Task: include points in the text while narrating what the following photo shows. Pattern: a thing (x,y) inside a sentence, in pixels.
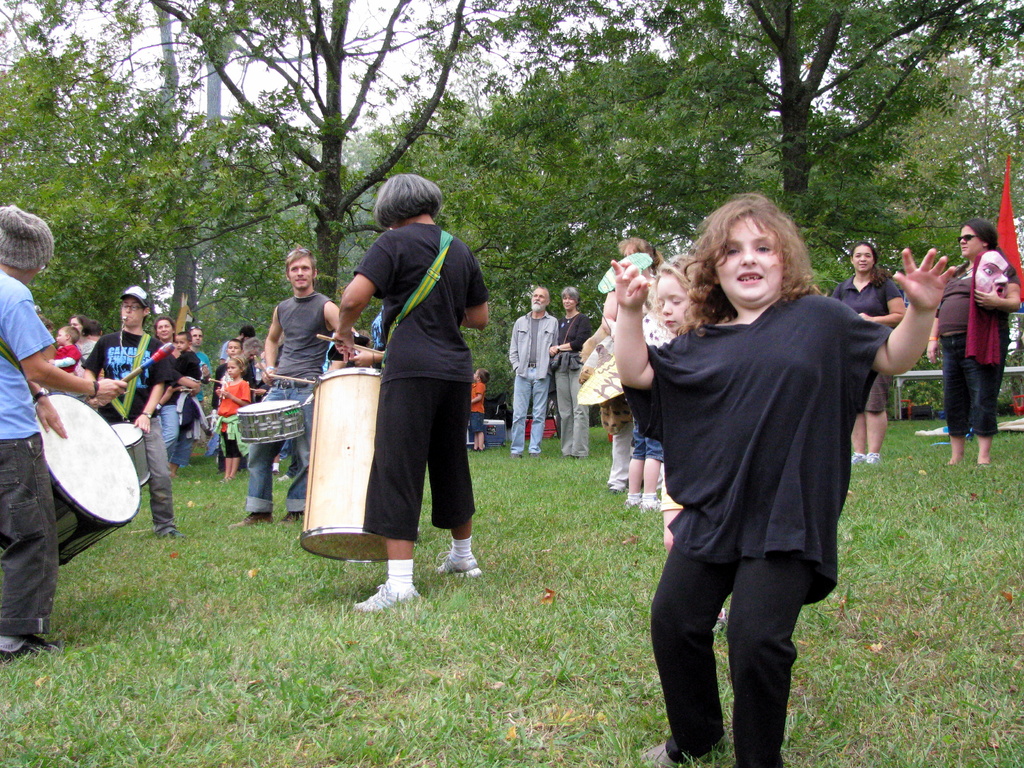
In this image there are group of persons (399,466) who are standing on the floor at the left side of the image (190,400) who are beating drums (342,456) and at the background of the image (507,106) there are trees (446,115).
